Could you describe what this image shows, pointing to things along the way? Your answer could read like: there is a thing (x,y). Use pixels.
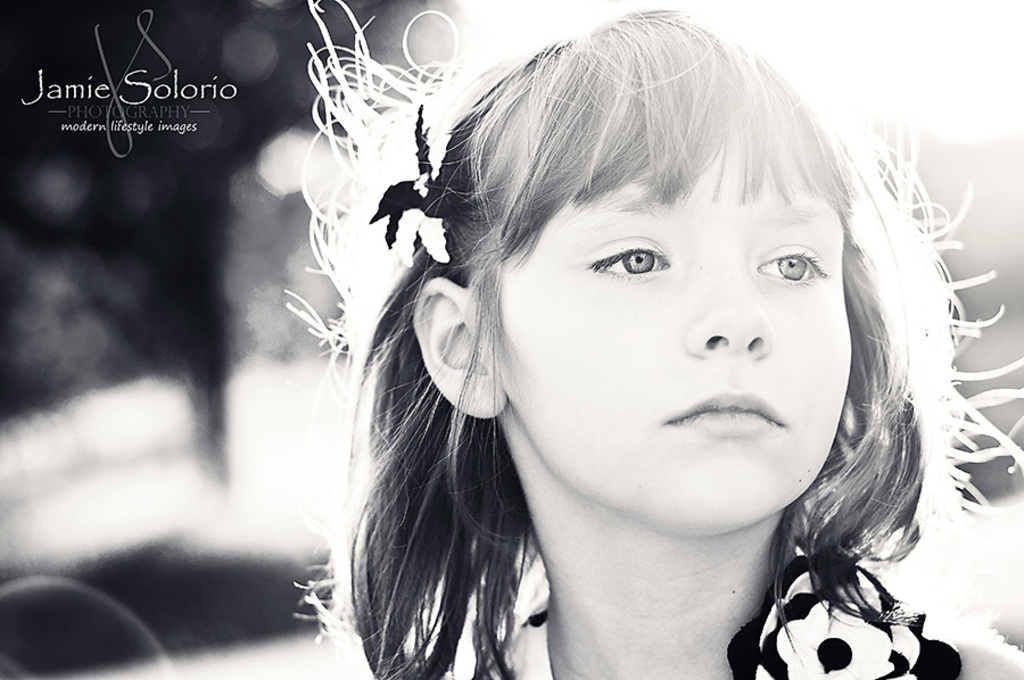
In this picture I can see a girl (609,369) and a watermark (172,129) on the top left corner of the image (89,90). This picture is black and white in color.
